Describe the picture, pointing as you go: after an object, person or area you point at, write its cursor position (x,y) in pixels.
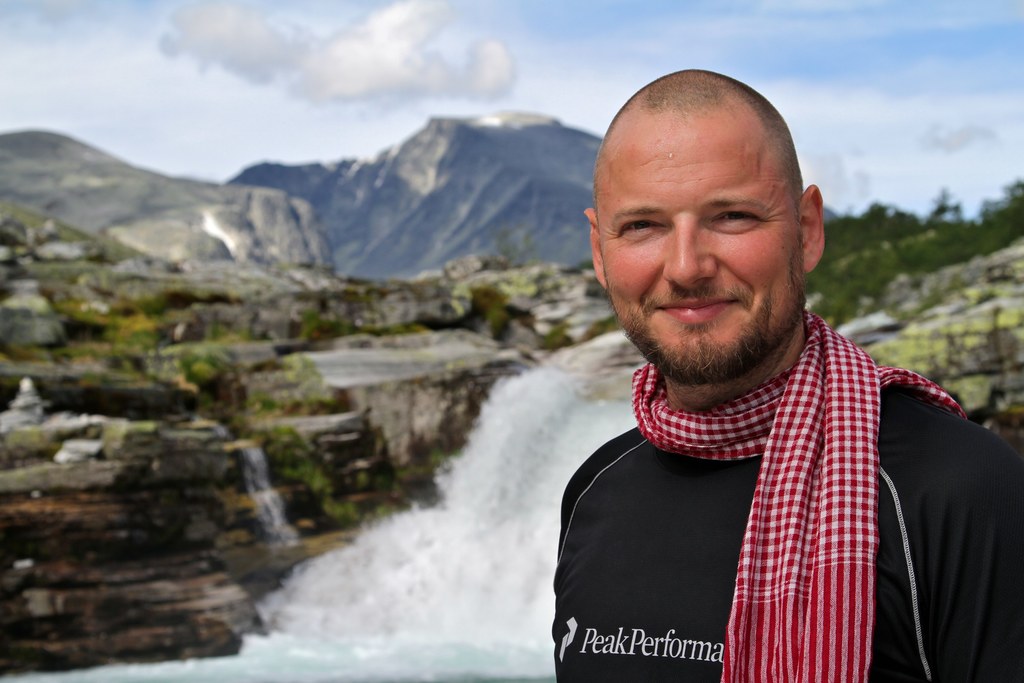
In this image on the right (739,355), there is a man (767,334), he wears a t shirt (745,479), he is smiling. At the bottom (290,486) there are stones (248,511), plants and water (438,564). In the background (904,229) there are hills (494,189), trees (906,212), sky (839,62) and clouds (361,47).
